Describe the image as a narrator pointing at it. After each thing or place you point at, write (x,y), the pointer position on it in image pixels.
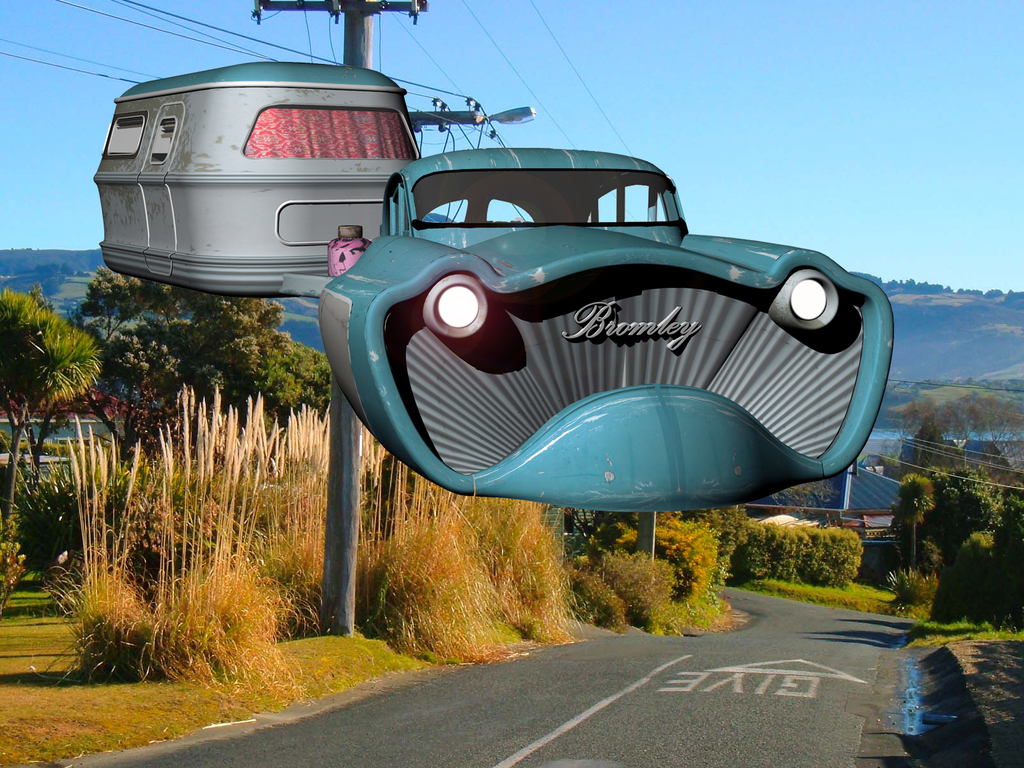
In this image, we can see a car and a caravan (147,213). In the background (365,61), there are trees (954,540), poles (485,114) along with wires (422,96), and we can see hills (957,352) and at the bottom (717,710), there is road (719,706).
